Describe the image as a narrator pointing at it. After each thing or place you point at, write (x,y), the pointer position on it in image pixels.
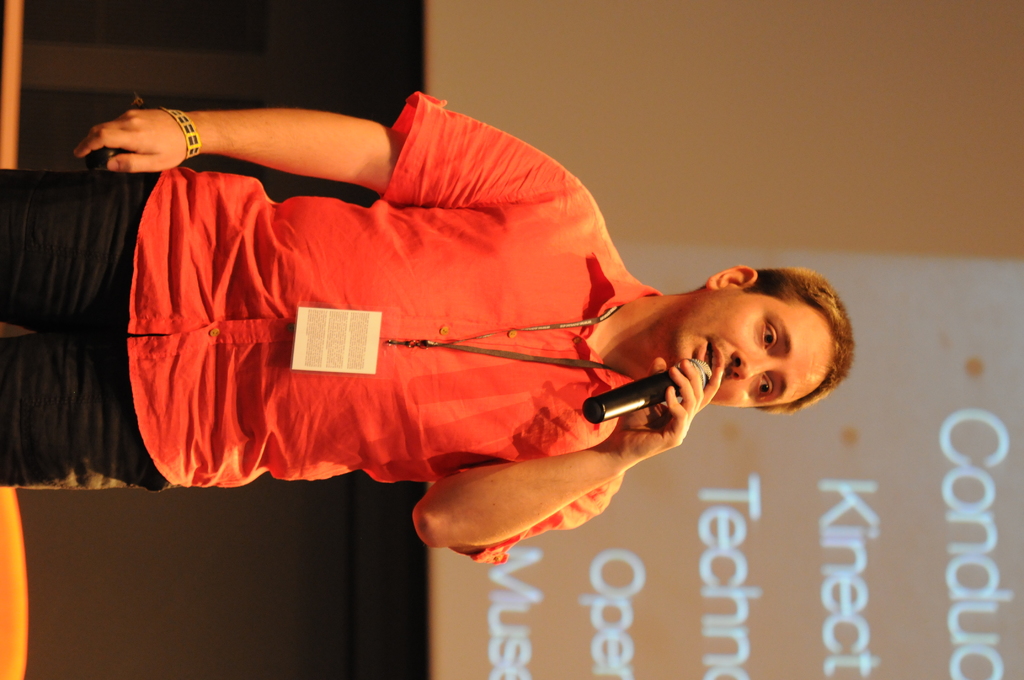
In this image I can see a person (527,350), holding a mike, on the right side (945,598) I can see a screen (951,456).
